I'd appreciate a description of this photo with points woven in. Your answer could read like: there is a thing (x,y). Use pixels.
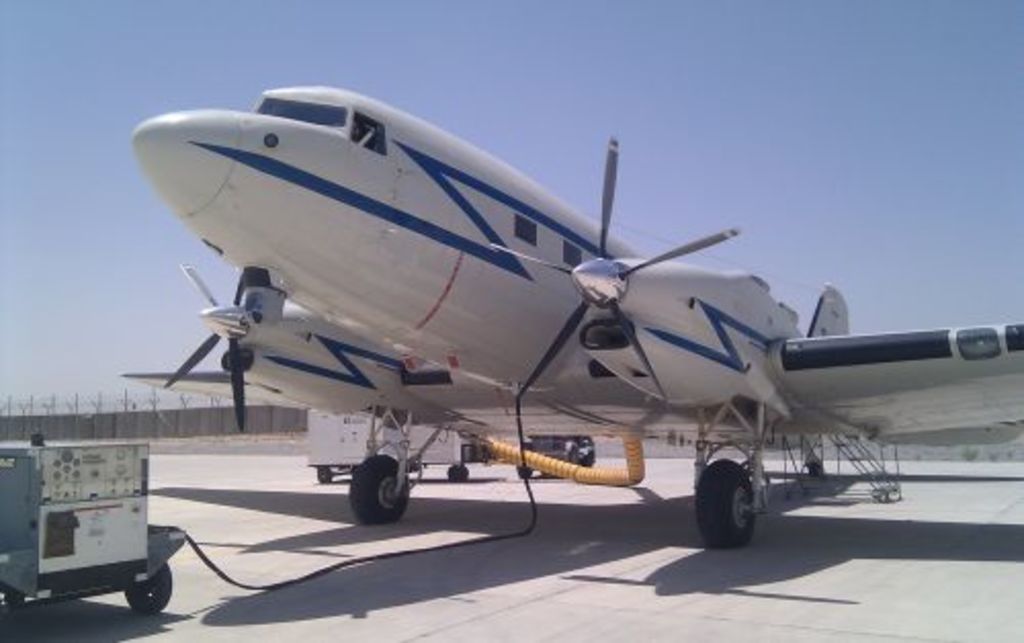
In this image, we can see an airplane (429,443) and vehicles (581,462) are on the path (745,576). In the background (82,430), we can see wall (28,430), poles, fence (6,401) and sky (682,156).
